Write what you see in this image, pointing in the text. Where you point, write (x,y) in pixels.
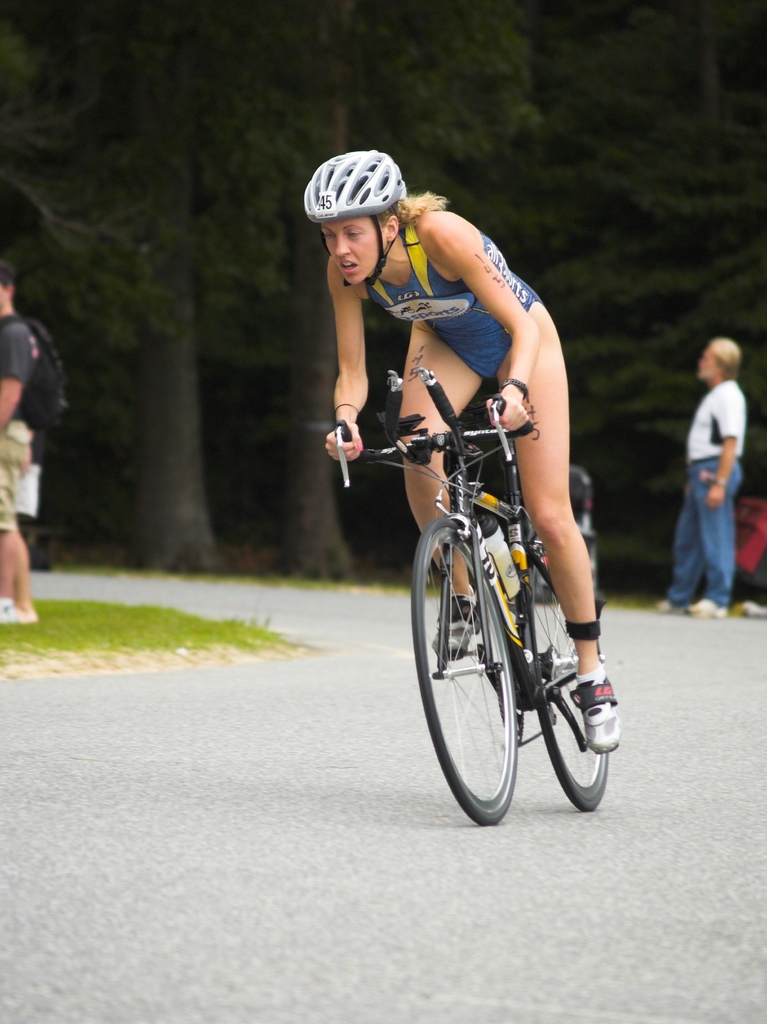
In this picture there is a woman (603,711) riding a bicycle (476,669) on the road (426,882). She is wearing a blue dress (478,334) and white helmet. Towards the left (22,398) there is a person (1,263) wearing a bag (38,354). Towards the right (701,441) there is another person (700,430) wearing white t shirt (717,405) and blue jeans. In the background (599,194) there are group of trees (362,73).
